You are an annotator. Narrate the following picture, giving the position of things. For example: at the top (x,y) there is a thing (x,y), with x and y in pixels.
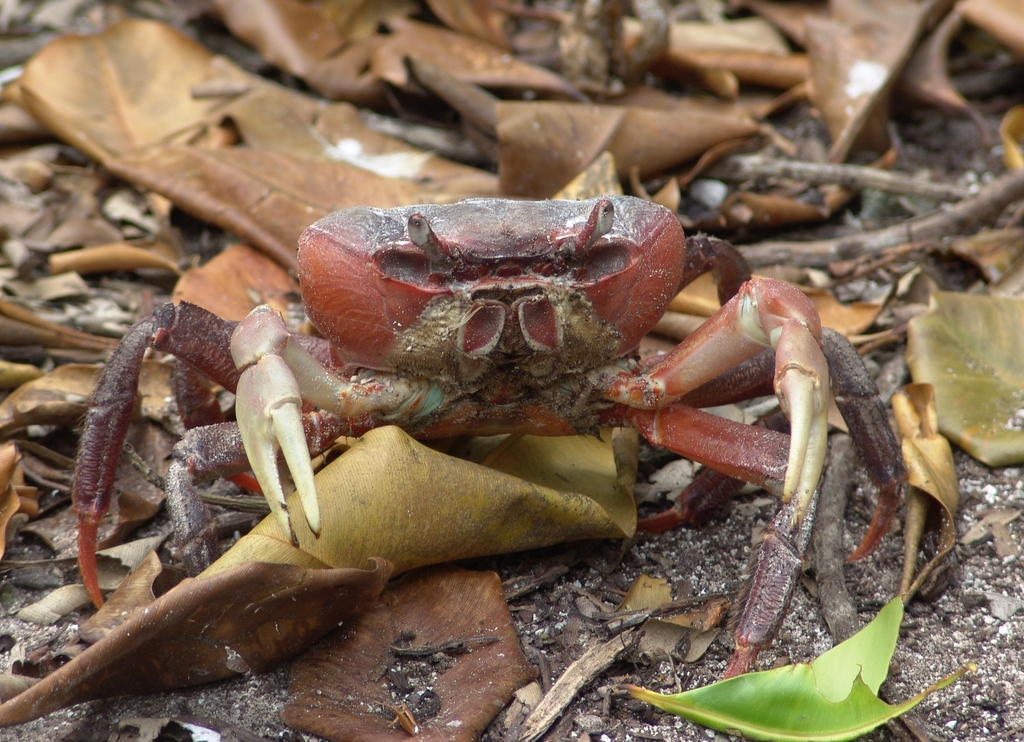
Here I can see a crab (496,388) on the ground (623,628). Along with the crab (367,272) there are some leaves (294,131) and sticks (585,678).
